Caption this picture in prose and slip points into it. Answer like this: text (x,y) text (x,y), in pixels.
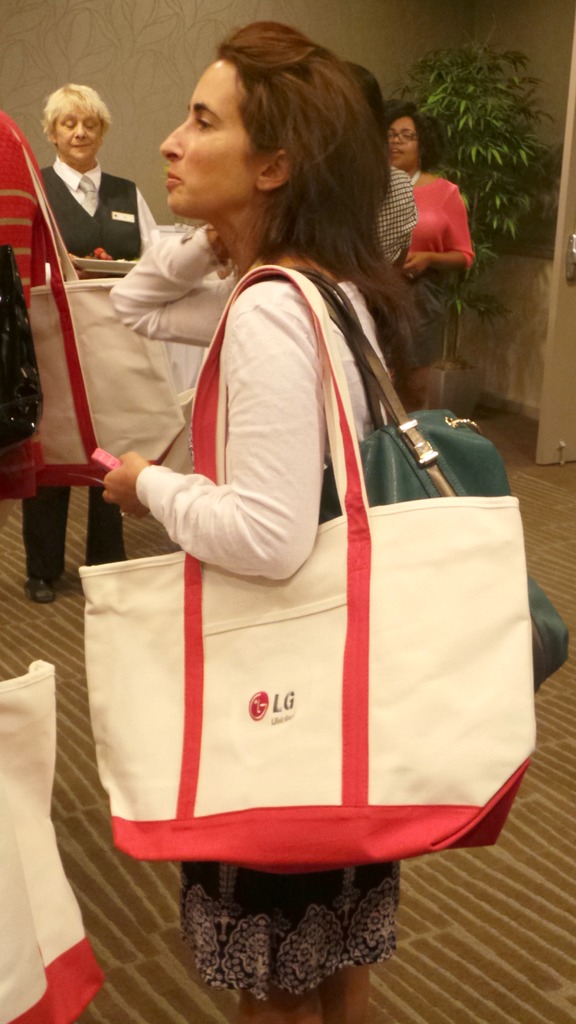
In this Image I see a woman (249,74), who is standing and she is carrying bags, In the background (472,172) I see few persons (399,129) and I see the wall (7,19) and a plant (496,150) over here.
